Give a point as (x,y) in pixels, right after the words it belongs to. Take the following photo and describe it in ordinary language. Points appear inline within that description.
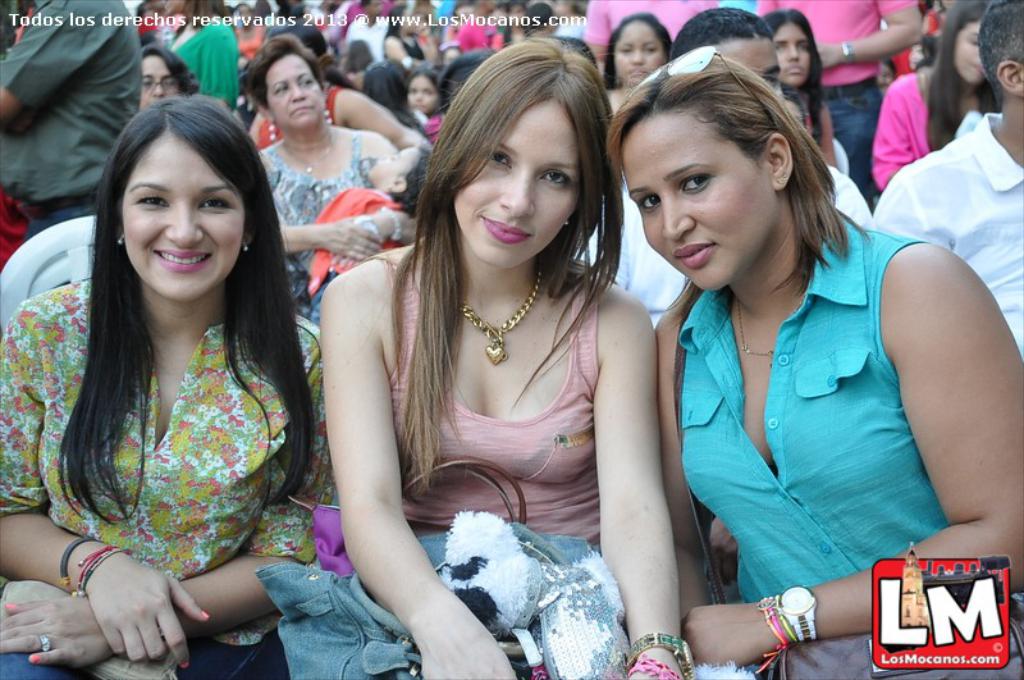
In this picture we can see three women (944,415) smiling, bags (586,609), watches (789,611), goggles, logo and in the background (254,101) we can see a group of people (944,68).
